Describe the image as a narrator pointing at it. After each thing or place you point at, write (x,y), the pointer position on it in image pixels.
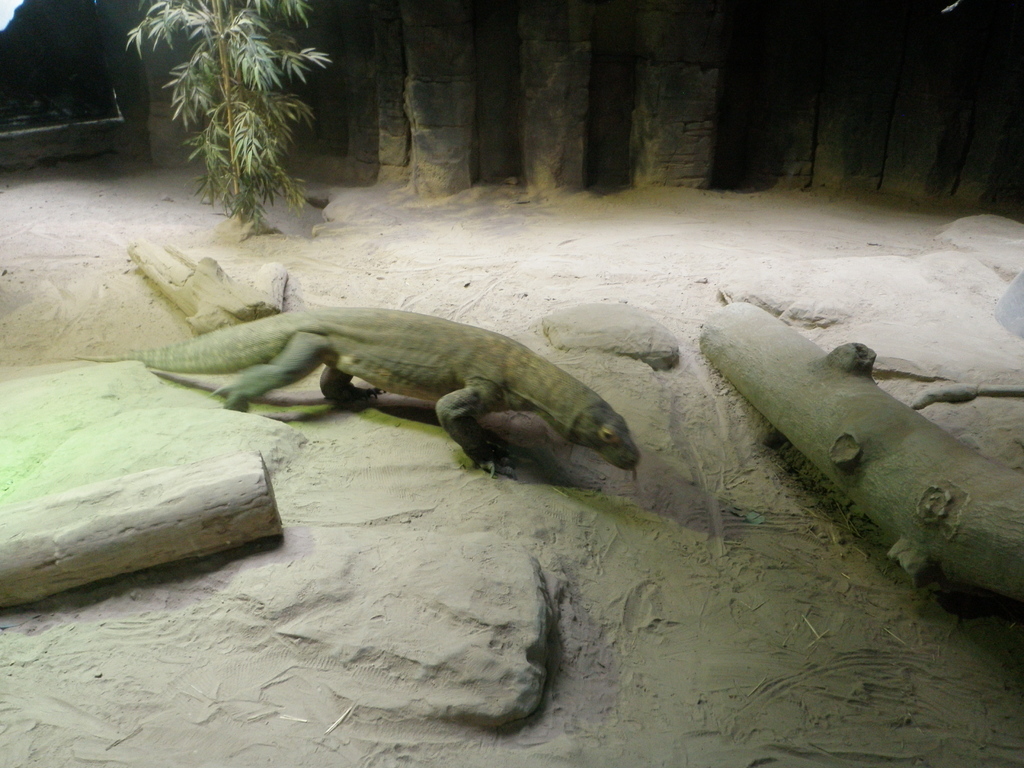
In the middle of the picture (353,341), we see a reptile (326,356) which looks like a Komodo dragon (583,415). Beside that, we see wooden sticks (970,505) and rocks (566,319). Behind that, we see a tree (257,110) and stone wall (702,135). At the bottom of the picture (741,714), we see sand (696,733) and this picture might be clicked in a zoo.
